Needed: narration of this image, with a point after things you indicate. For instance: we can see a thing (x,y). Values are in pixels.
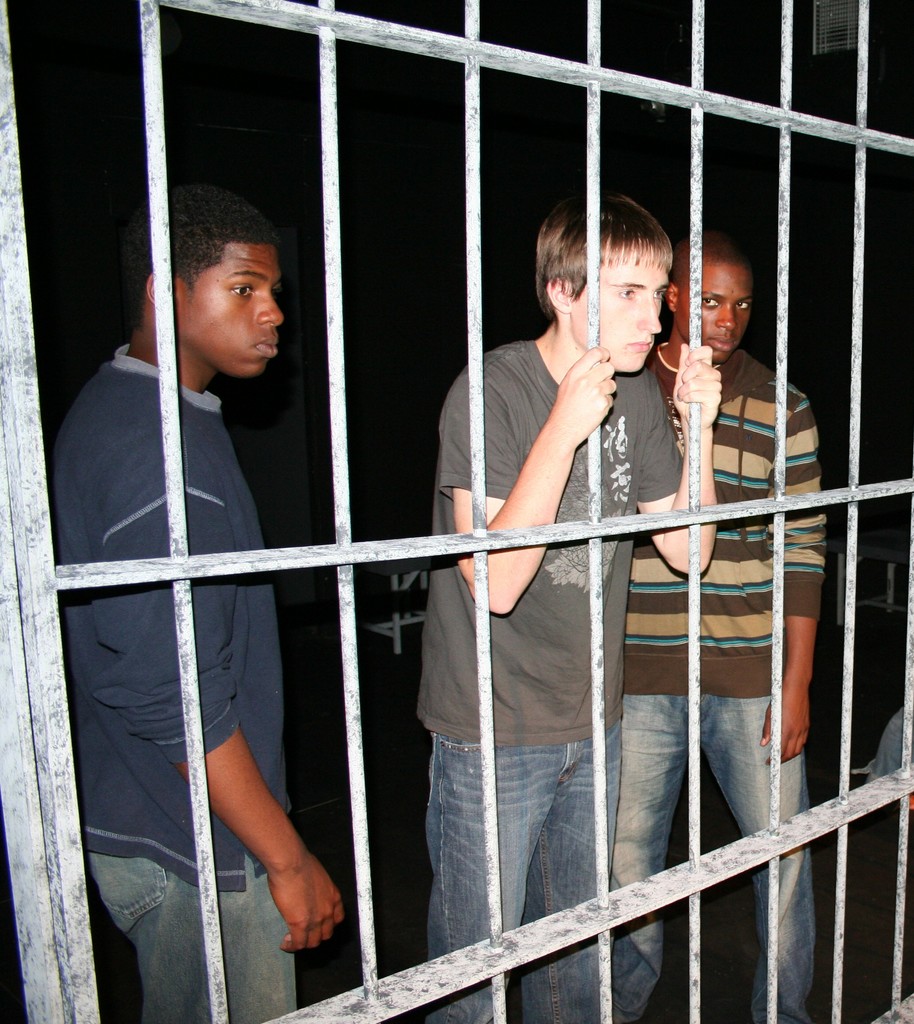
In this image I see 3 men (316,892) behind bars (701,47) and I see that it is dark in the background (486,193) and this man (499,355) is holding the rods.
